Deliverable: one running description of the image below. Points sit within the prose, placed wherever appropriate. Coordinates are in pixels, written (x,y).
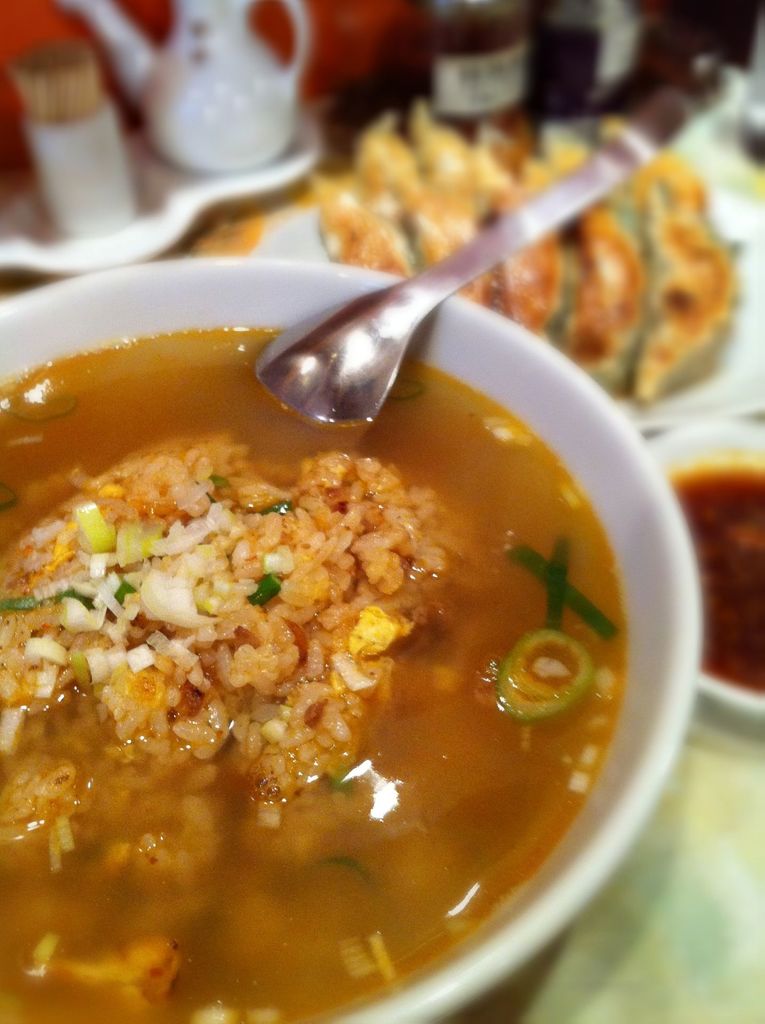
In this image we can see some food item (353,444) in a bowl (183,270) included with a spoon (381,353) and in the background (368,81) we can see some objects (304,163).
